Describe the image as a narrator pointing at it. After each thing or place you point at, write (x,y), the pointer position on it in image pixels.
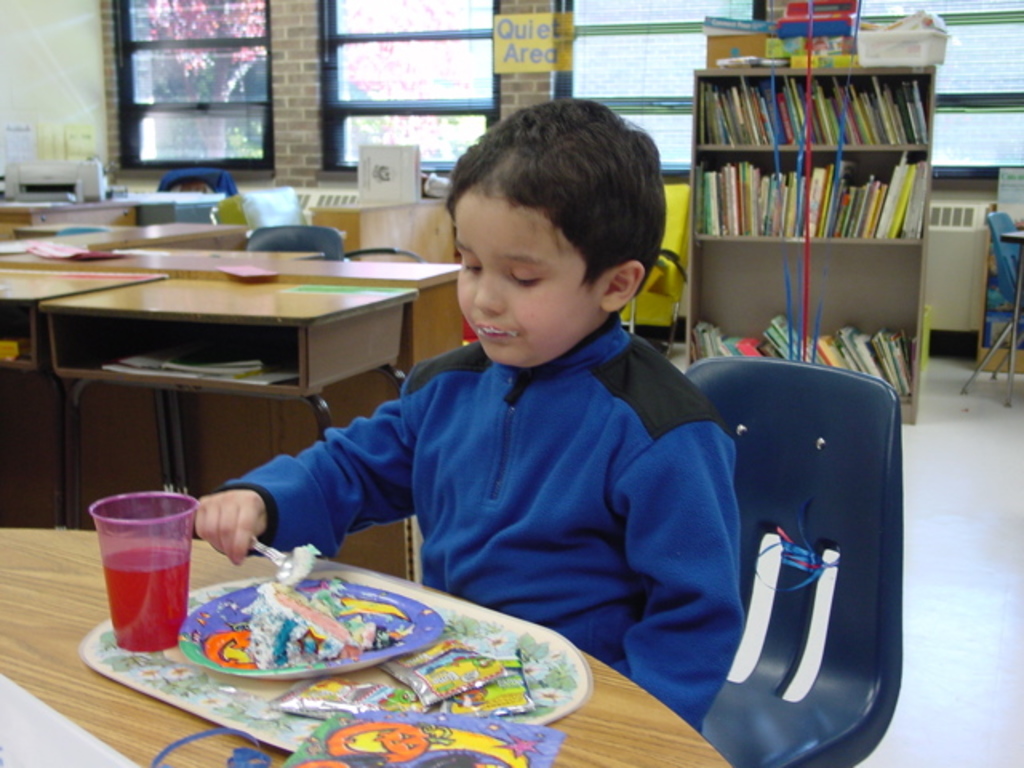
In this image we can see a child (499,452) sitting on the chair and eating the cake (341,642). On the table (38,599) there are glass (152,586), plate (182,646) with cake (277,642), spoon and packets (445,678). In the background (216,10) we can see book shelf (692,169) and glass windows (425,41).
